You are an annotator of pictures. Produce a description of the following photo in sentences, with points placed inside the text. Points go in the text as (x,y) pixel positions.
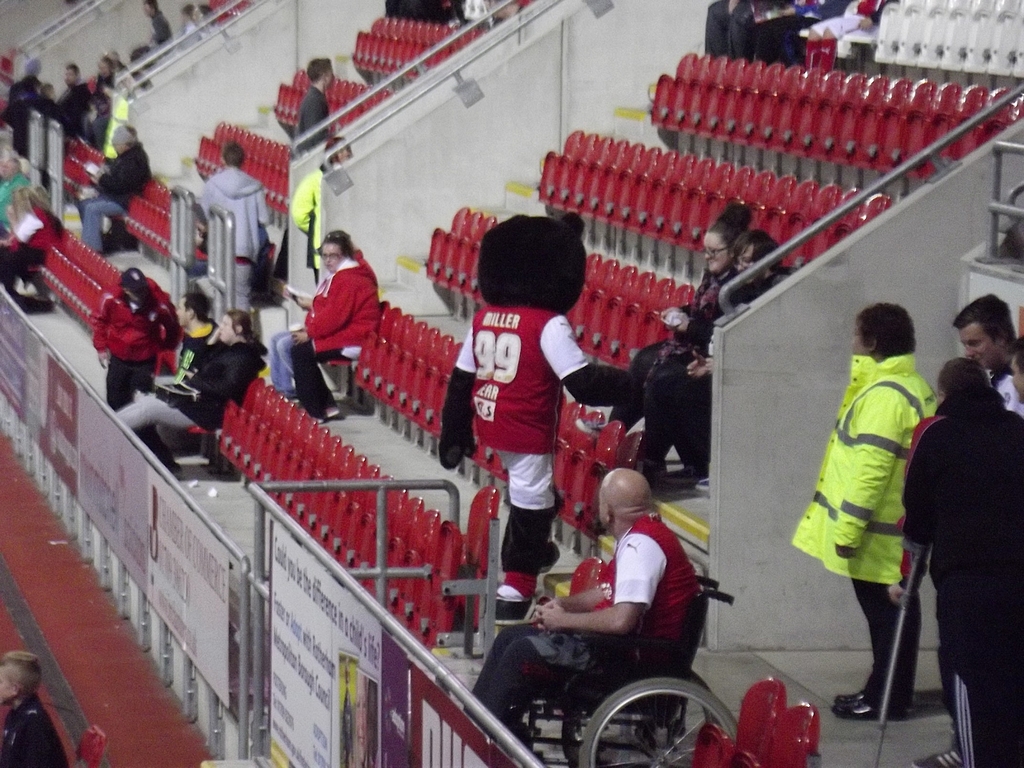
Here we can see few persons (369,301) and there are chairs (691,289). This is floor (810,686) and there are boards (105,532).
